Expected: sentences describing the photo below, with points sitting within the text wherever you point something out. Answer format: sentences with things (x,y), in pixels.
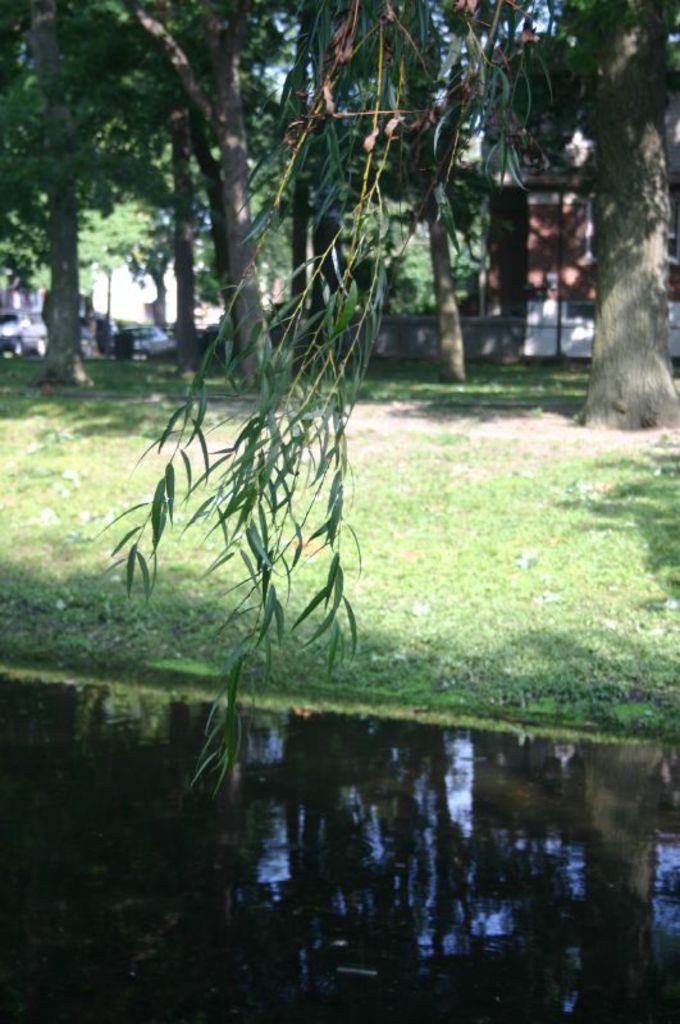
In this image I can see water (428,789), grass (445,593), trees (260,314), vehicle (147,348) and building (523,296).
